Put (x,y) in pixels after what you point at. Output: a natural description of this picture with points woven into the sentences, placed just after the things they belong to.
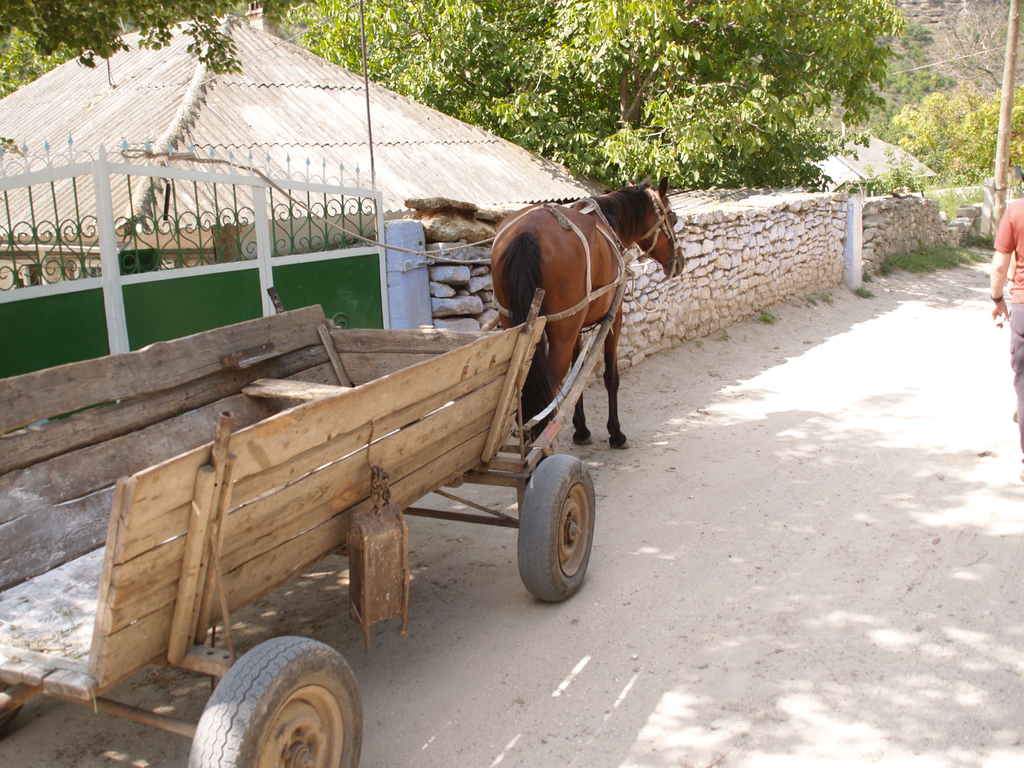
In this image, we can see a shelter (328,129). There is a horse cart (388,465) in front of the wall (702,309). There is a tree (762,25) at the top of the image (783,70). There is a person (1021,389) on the right side of the image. There is a pole (1005,102) in the top right of the image (1012,91).
